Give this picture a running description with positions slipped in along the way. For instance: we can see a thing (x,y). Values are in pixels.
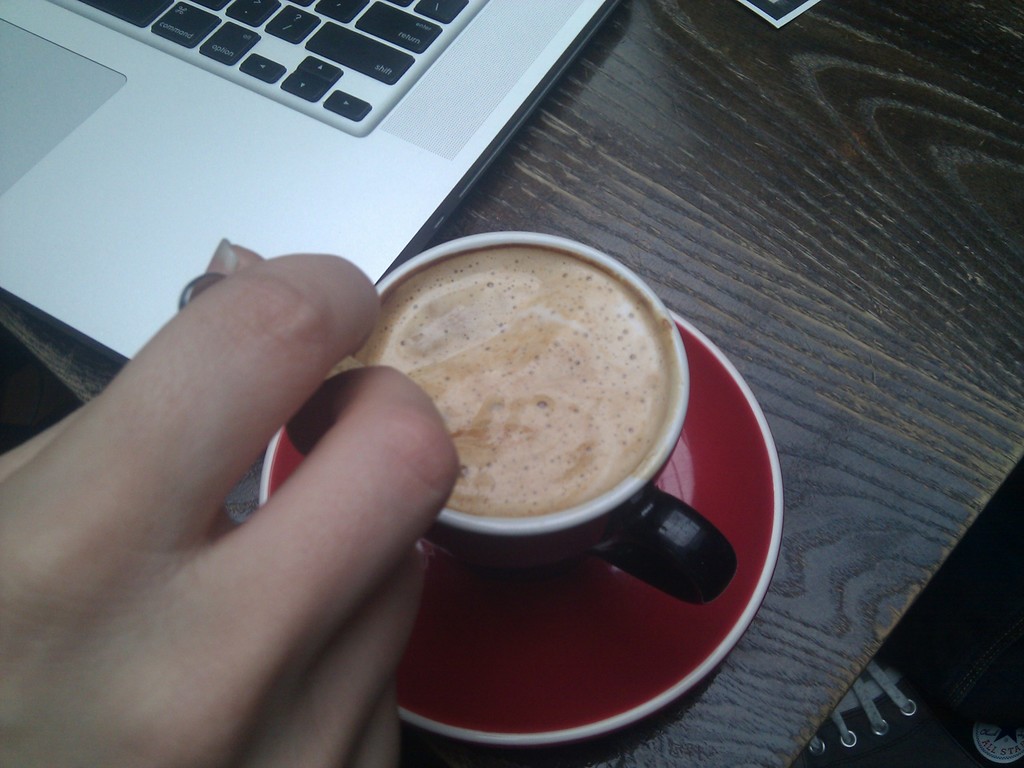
In this image there is a wooden plank (594,189) having a laptop (495,121) saucer (695,500) and a cup (576,503) are on it. Left bottom there is a person hand (191,504) holding a spoon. Behind the wooden plank (821,711) there is a shoe (871,711).
